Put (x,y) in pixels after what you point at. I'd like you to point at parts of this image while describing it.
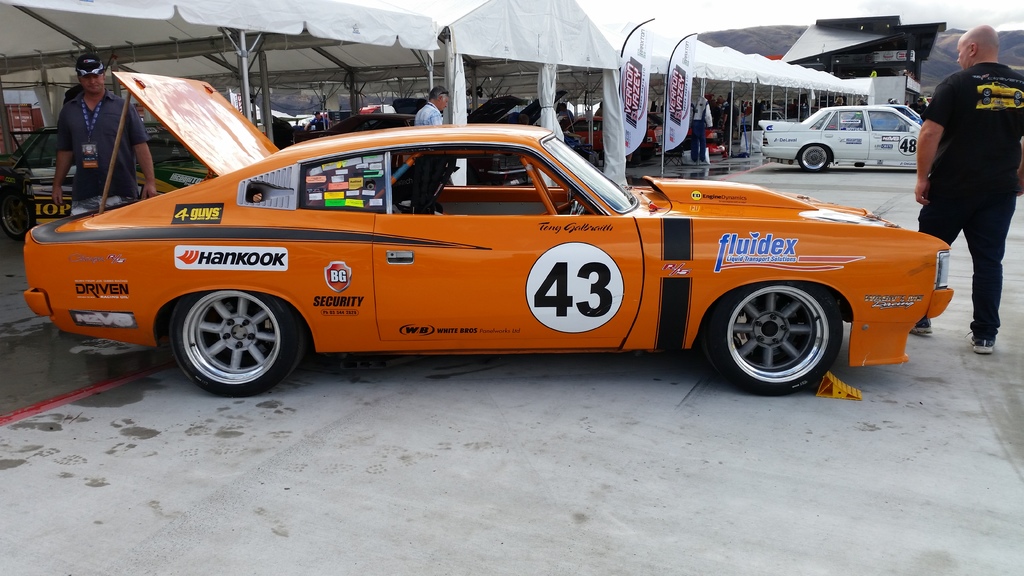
In this image we can see a car (250,183). Also there are few people (959,212). In the back (840,124) there are cars (818,121). Also there are tents (334,47) with poles (585,80) and there are banners (686,101).
